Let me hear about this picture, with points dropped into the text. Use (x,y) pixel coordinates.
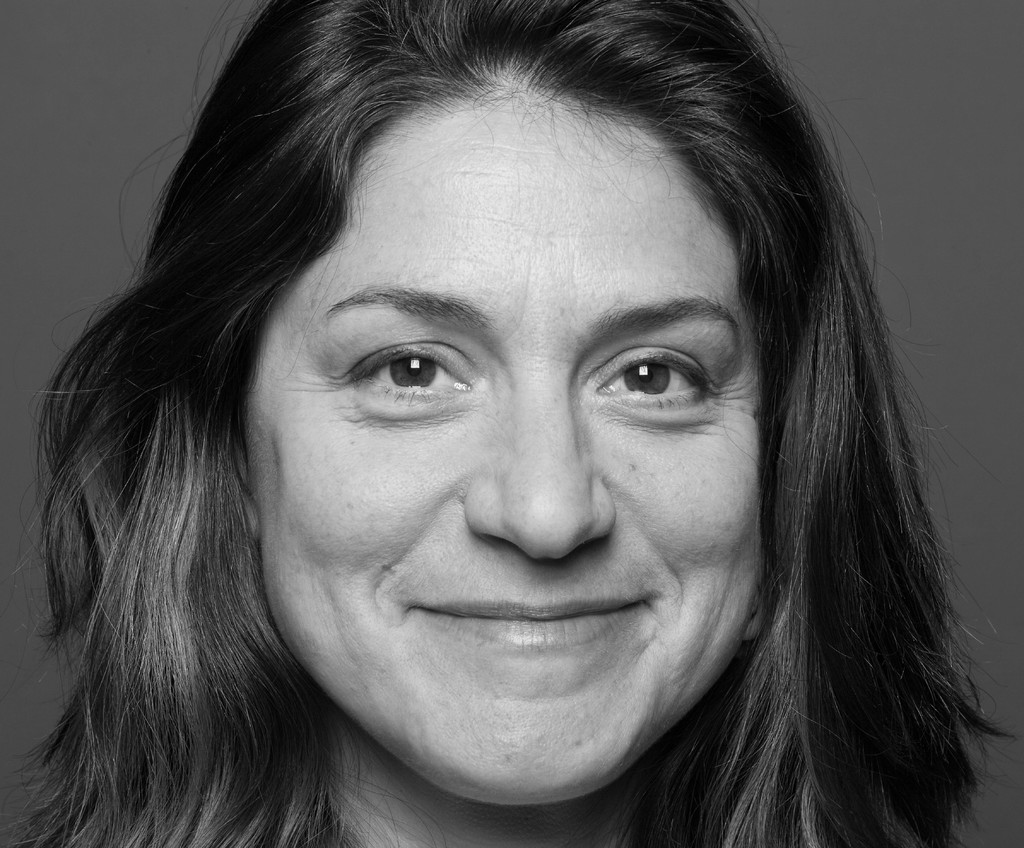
In the picture I can see the face (487,579) of a woman (770,240) and there is a pretty smile (533,600) on her face (542,548).
